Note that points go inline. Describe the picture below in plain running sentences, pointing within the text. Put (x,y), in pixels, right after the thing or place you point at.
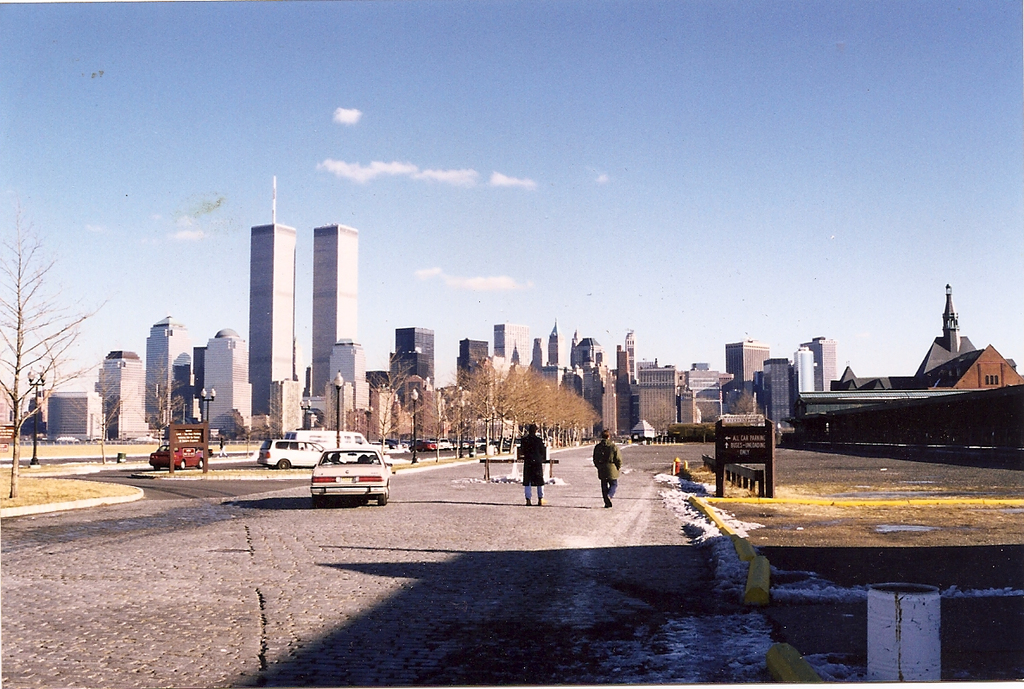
In the middle (525,458) there are two persons (598,463) walking on the road (443,536). On the left (282,466) there are vehicles (294,455) on the road (267,525). In the background (189,414) there are buildings (273,372), bare trees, light poles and clouds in the sky (654,50). On the right (914,628) at the bottom corner (889,632) there is a drum (895,616) on the ground (871,574).
